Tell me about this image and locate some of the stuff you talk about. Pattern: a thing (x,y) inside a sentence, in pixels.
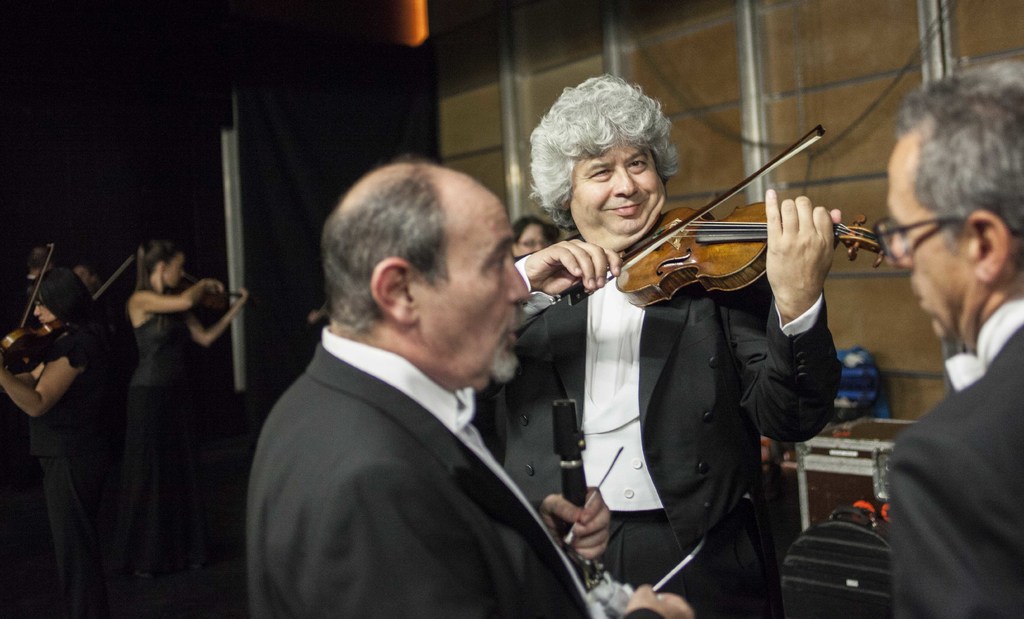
This persons (48,298) are standing and playing a violin (729,239). This person (363,386) wore a black suit (406,457). This is a box (858,456).
